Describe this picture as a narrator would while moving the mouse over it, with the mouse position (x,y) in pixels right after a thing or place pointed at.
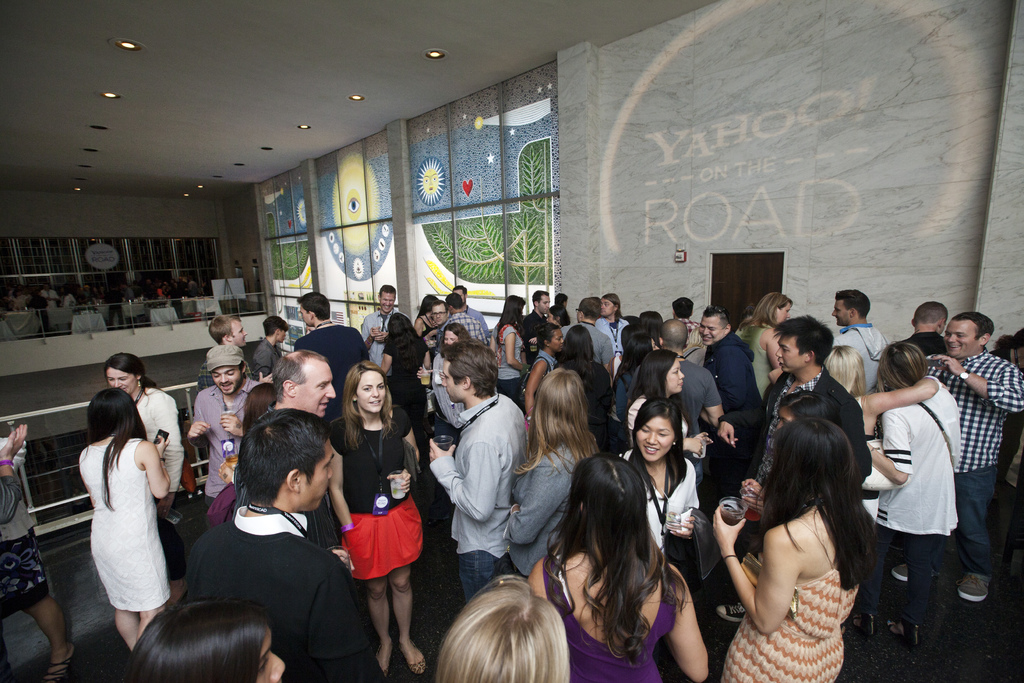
In this image we can see a group of people (739,369) standing on the floor (199,528), some people (388,468) are holding glasses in their hands (733,533). On the left side of the image (216,297) we can see railings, tables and some boards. On the right side of the image (786,229) we can see some pictures (385,197) and some text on the wall (882,238), we can also see a door (736,294). At the top of the image (137,55) we can see some lights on the roof (232,107).
